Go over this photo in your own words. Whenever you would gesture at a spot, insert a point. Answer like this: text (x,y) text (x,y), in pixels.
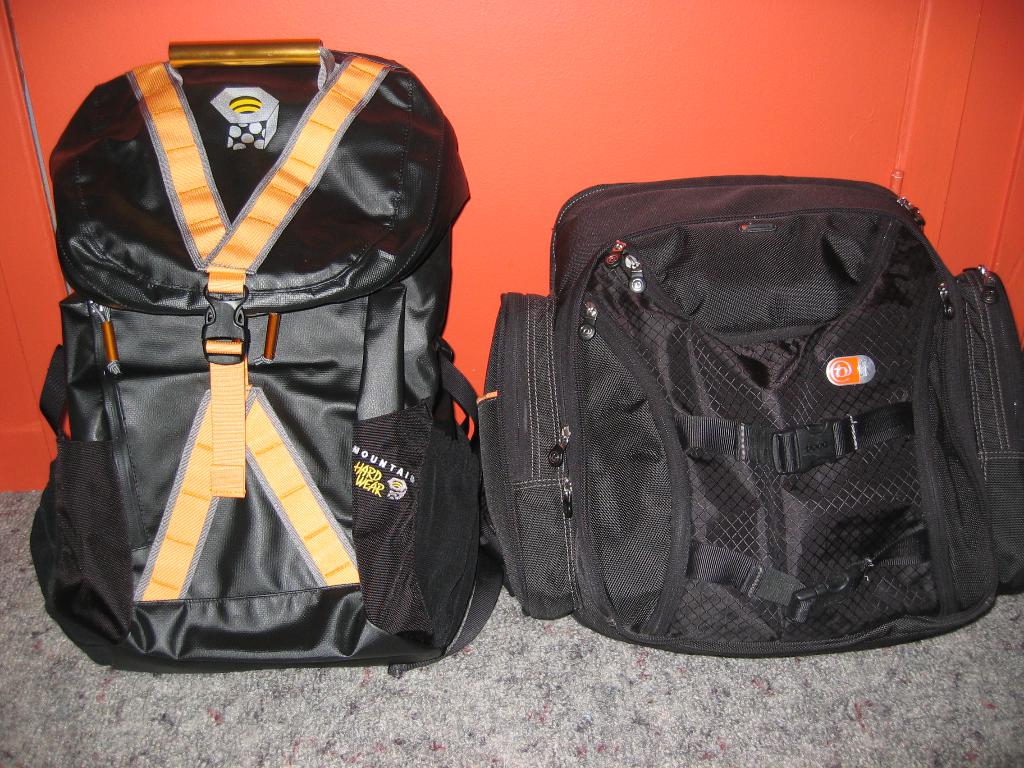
In this picture we can see two black color bags (239,335) and for this bag (360,285) we have straps (207,272), zips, handle (221,60) and in background (608,87) we can see orange color wall (608,87) and this two bags (789,195) are placed on floor (260,728).
